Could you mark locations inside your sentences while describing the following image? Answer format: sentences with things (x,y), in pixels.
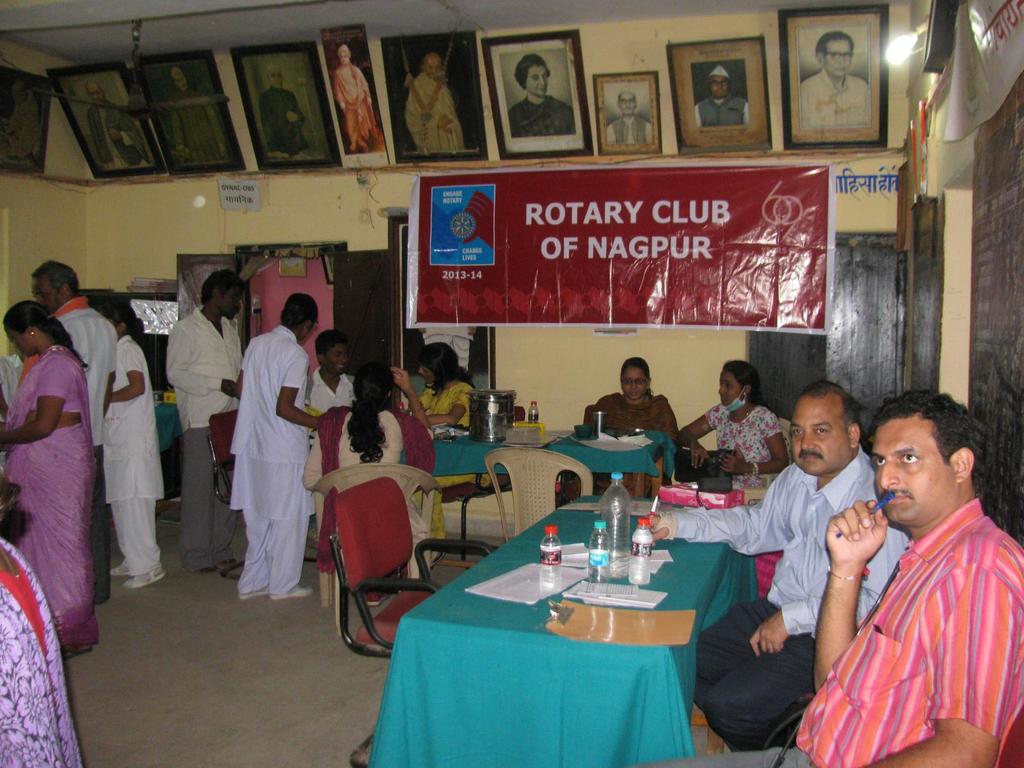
In this image, there are some persons (903,622) sitting and wearing colorful clothes (739,434). There are tables (648,434) in front of these persons (802,589). This table (600,661) is covered with a cloth (588,683). These tables (635,474) contains bottles (620,565), can (492,429) and some papers (503,583). There are some photo frames (413,47) at the top (274,114). There are some chair (515,504) in front of these persons (718,431). There is a door (368,264) attached to the wall (300,190).
